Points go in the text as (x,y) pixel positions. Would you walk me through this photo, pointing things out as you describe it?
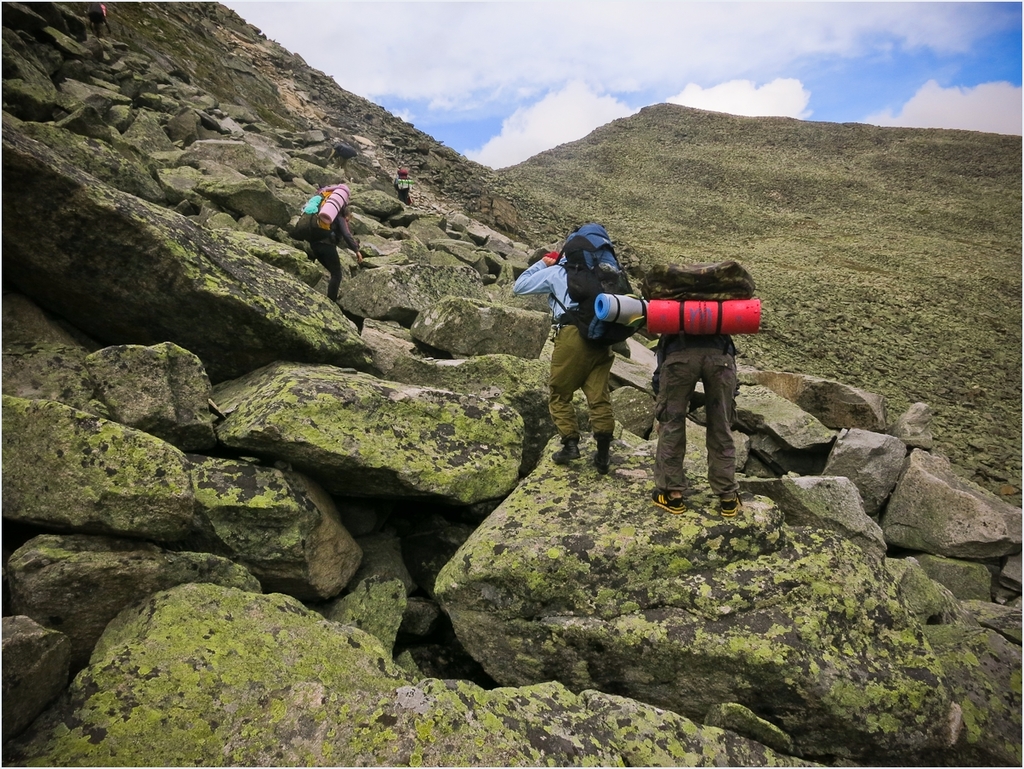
In this image I can see some people (656,370) with different color dresses (564,367). I can see these people (600,349) are wearing the bags (584,311) and some objects (674,311). They are standing on the rocks (513,505). In the background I can see the mountains (648,171), clouds (527,93) and the sky (643,93).
